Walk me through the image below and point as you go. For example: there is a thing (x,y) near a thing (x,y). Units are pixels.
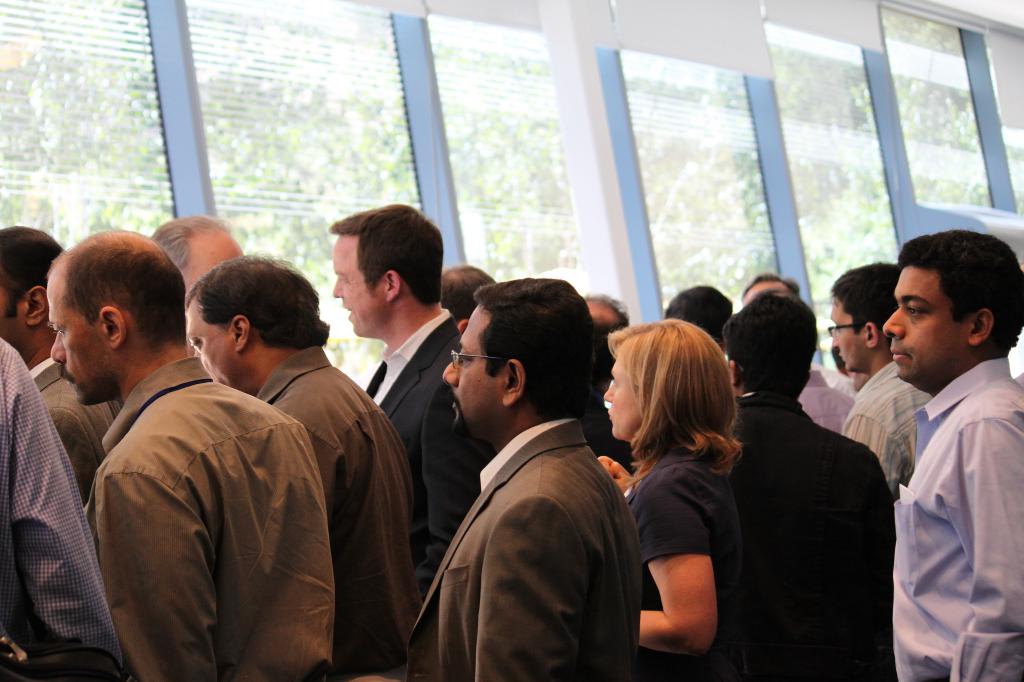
In this image there are a few people (507,336) standing near the windows (569,214), outside the windows (556,146) there are few trees (248,116).
